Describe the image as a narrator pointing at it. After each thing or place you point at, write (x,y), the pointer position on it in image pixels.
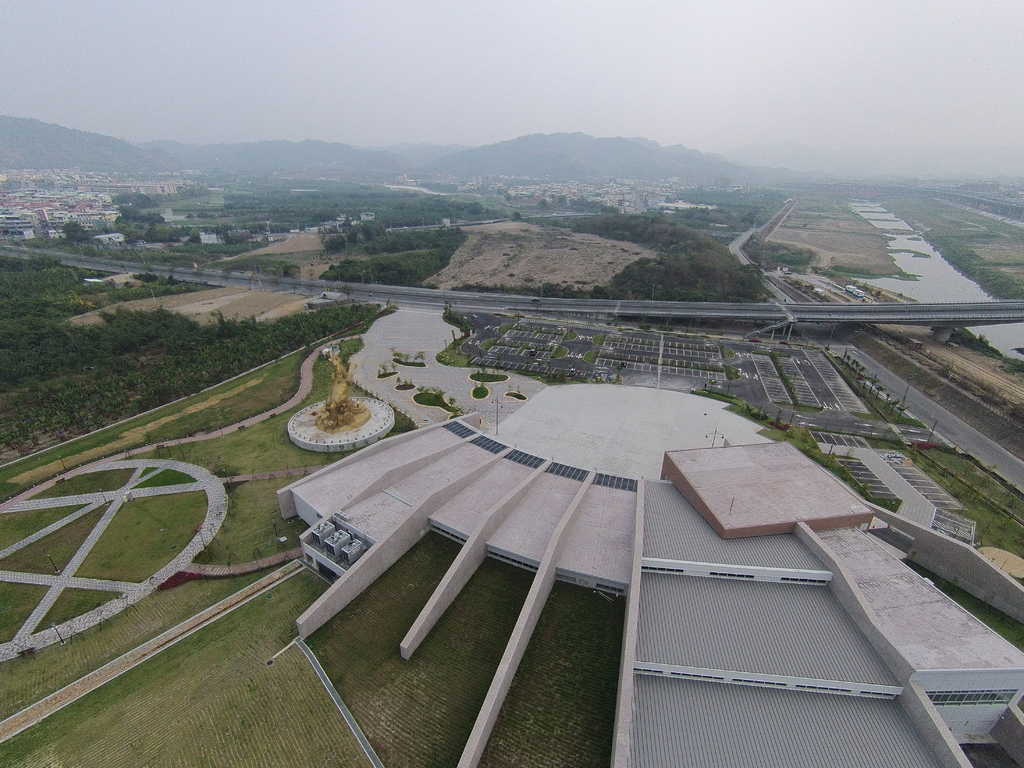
In this picture we can see buildings (659,652), trees (167,323), grass (203,640), sculpture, and water (938,272). This is a road (679,312). In the background (843,117) we can see mountain (558,157) and sky (495,33).
